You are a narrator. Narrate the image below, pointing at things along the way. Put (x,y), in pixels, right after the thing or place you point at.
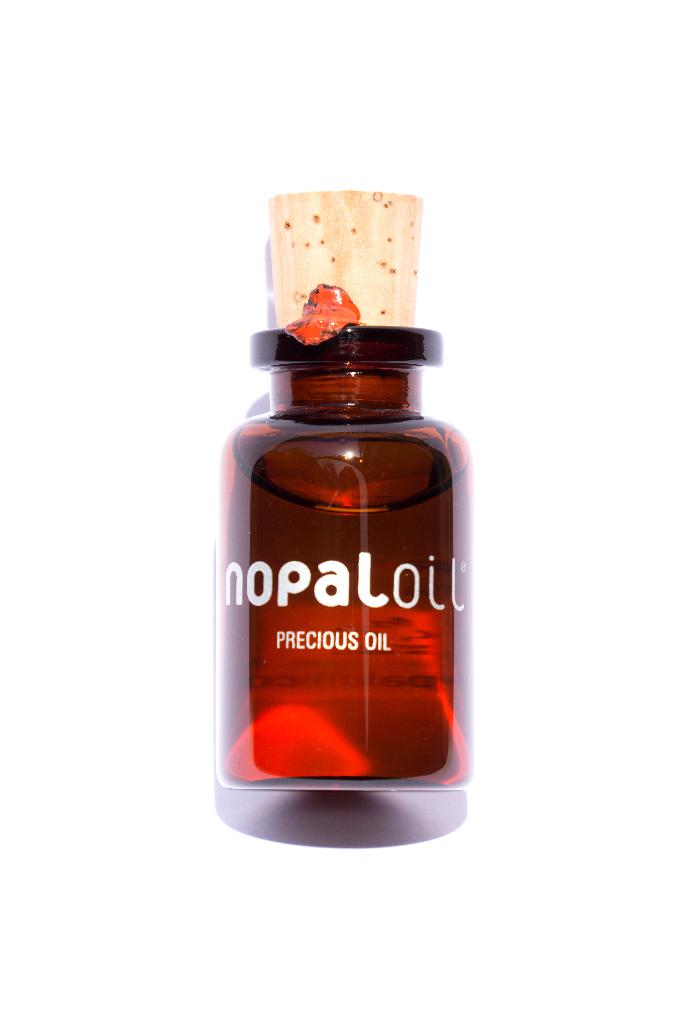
In this image there is a red bottle (326,341) with a cork (320,229). On it few text (331,580) are there.
